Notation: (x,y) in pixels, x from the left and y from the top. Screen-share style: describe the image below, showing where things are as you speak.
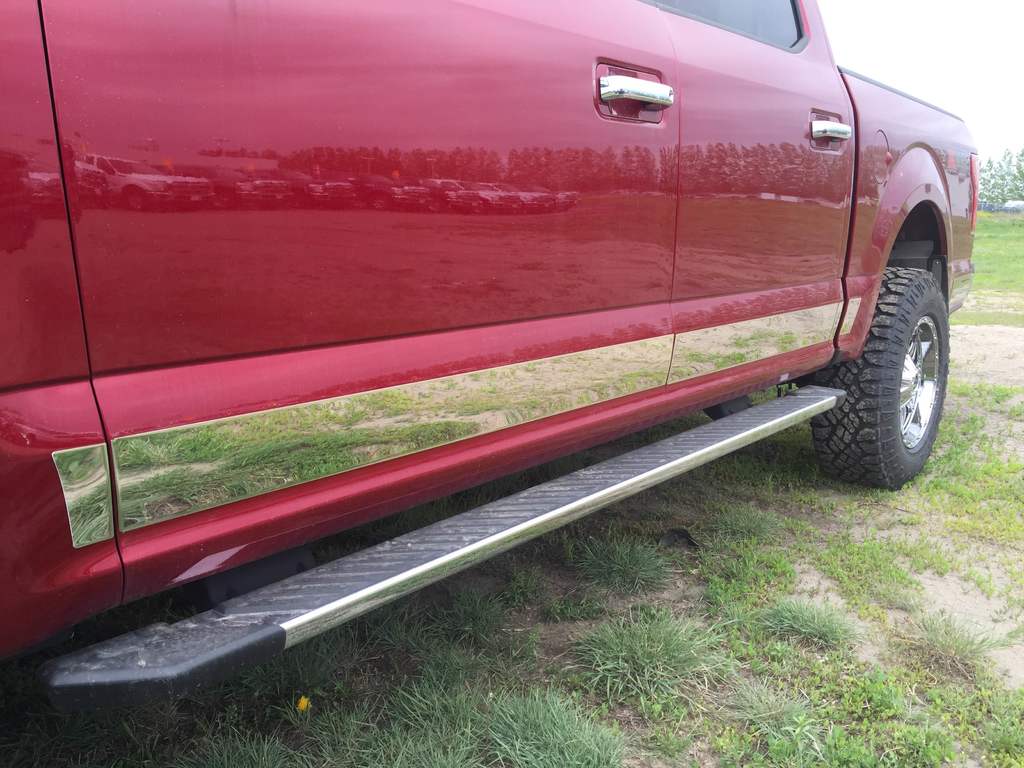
In this image, we can see a car (369,388), there is grass (721,598) on the ground (1000,375).
